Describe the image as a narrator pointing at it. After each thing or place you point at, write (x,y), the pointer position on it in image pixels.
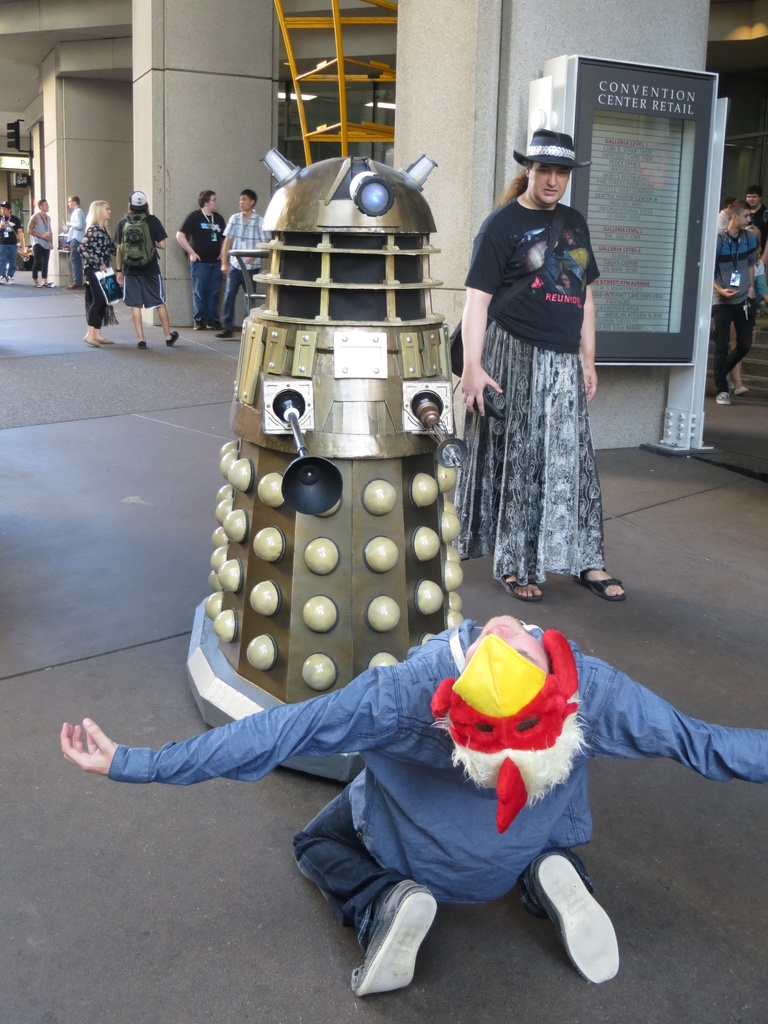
In the picture I can see people (214,257) are standing on the ground (193,335) among them one person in the front (482,627) is kneeling down on the ground (192,361). In the background (621,330) I can see lights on the ceiling (334,97) and some other objects (341,498) on the floor (12,406).
